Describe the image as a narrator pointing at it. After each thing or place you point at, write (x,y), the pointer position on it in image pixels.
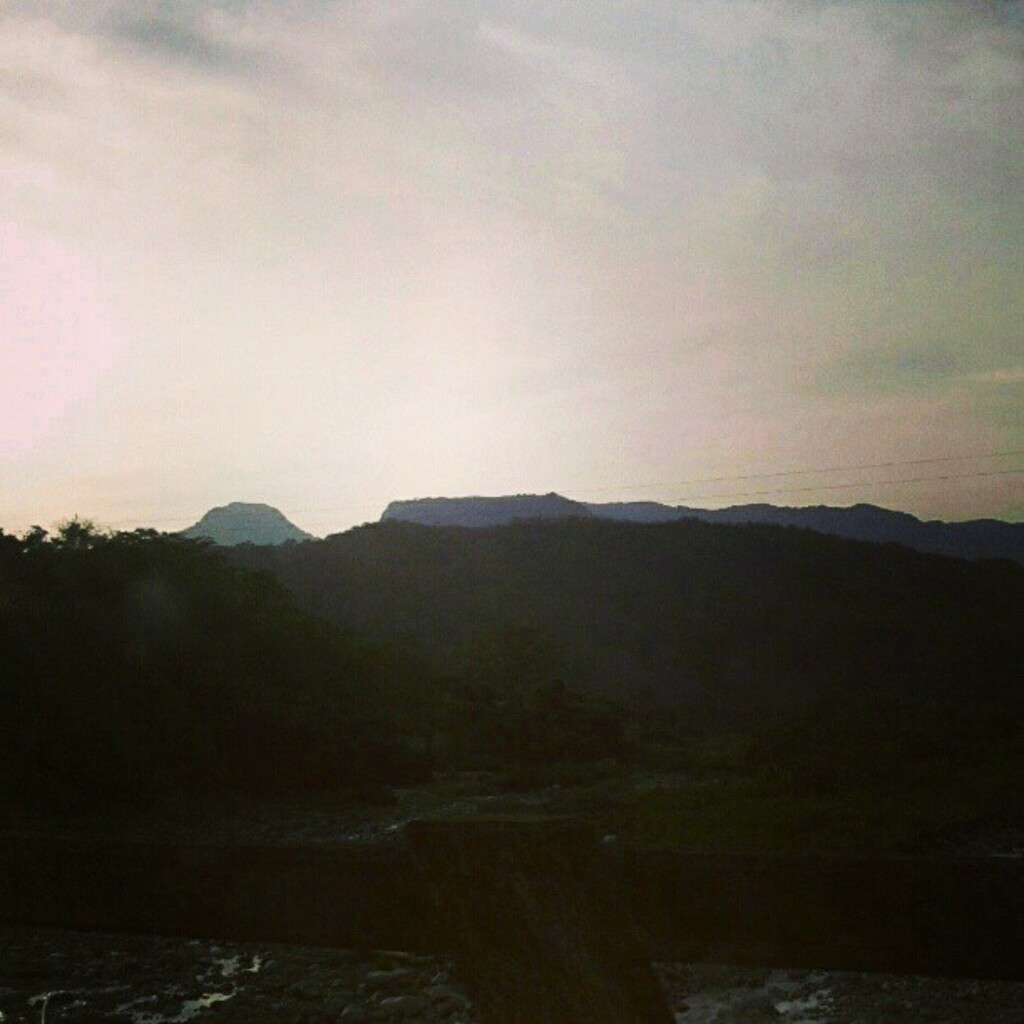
At the bottom of the picture (259,936), we see wood (468,976) and small stones (301,989). On the left side (300,619), there are trees (133,722). There are trees (238,732) and hills (492,625) in the background (602,594). At the top (447,312), we see the sky (713,294).
